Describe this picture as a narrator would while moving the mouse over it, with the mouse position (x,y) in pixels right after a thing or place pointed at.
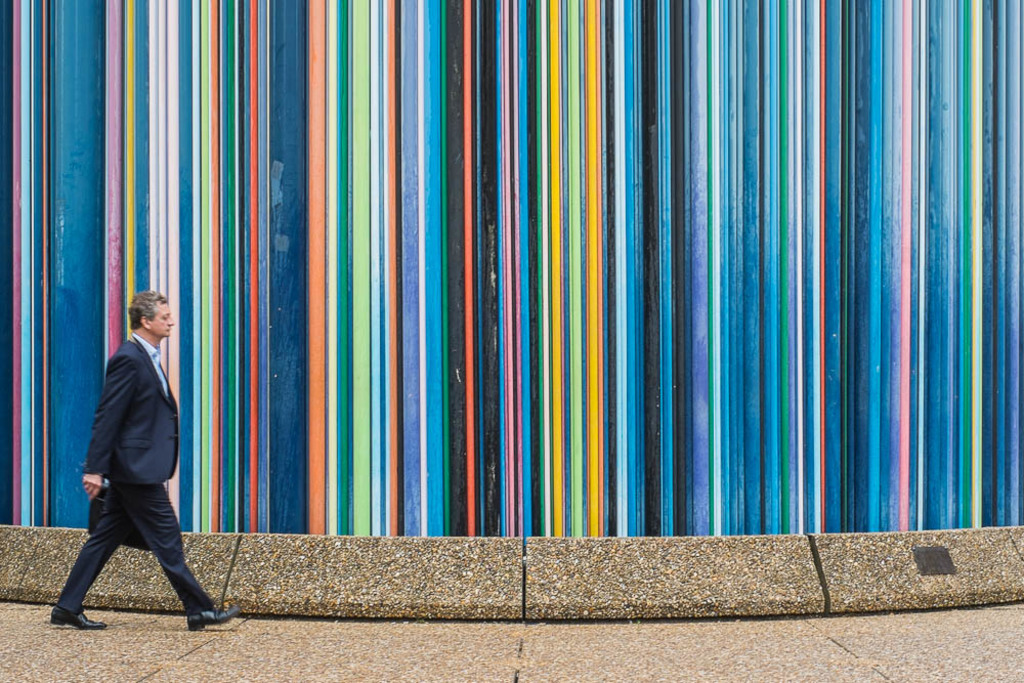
In this image we can see a person (157,440) walking and carrying an object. We can see a multi-colored wall (475,240).
